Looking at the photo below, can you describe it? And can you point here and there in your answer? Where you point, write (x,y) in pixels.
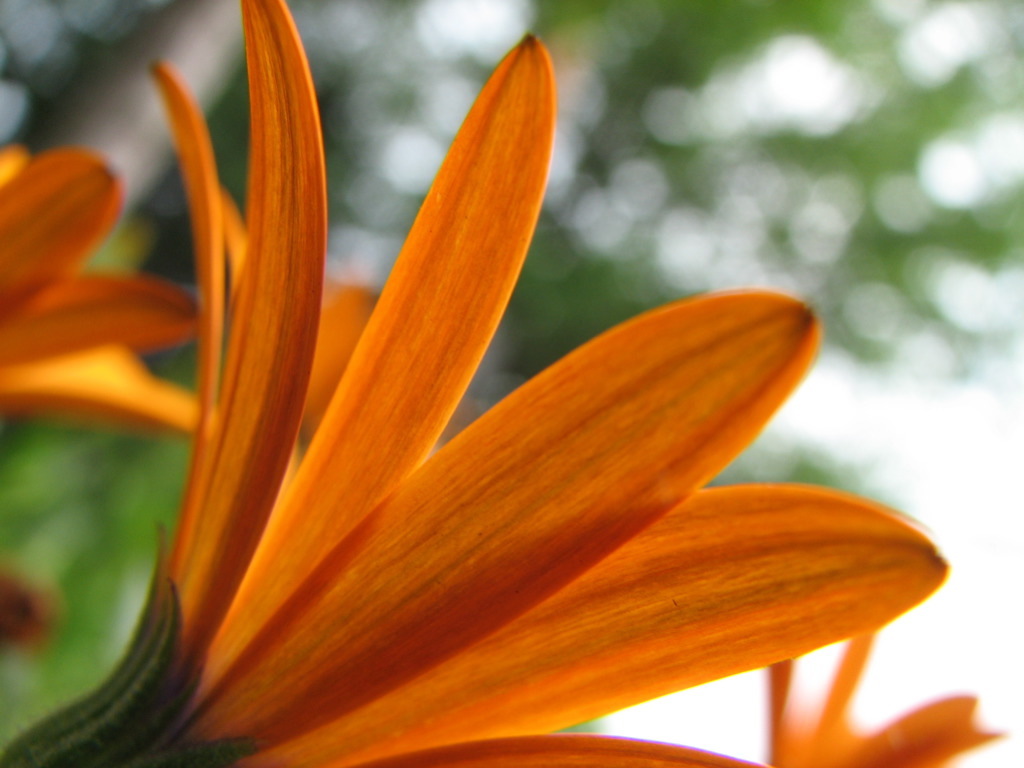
In this image, I can see three flowers (108,306), which are orange in color. These are the petals (406,490). The background (535,7) looks blurry.
